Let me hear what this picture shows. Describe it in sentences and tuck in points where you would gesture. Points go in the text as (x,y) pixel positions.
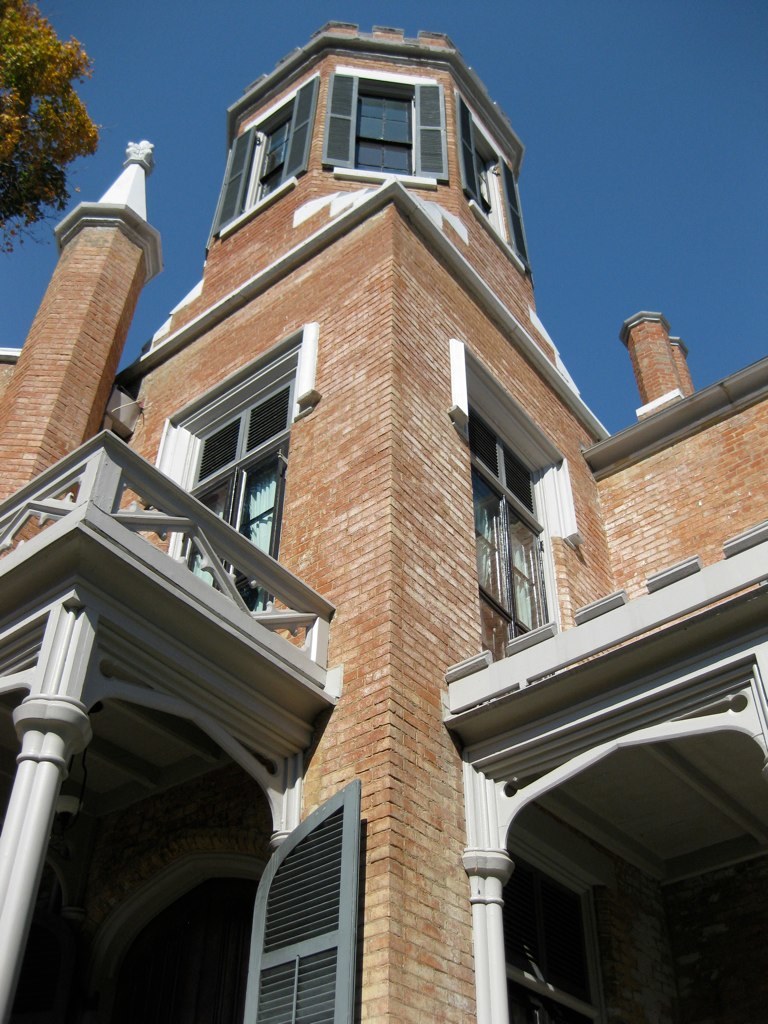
In the image there is a building (184,613) and on the left side (12,94) there is a tree (16,213).
